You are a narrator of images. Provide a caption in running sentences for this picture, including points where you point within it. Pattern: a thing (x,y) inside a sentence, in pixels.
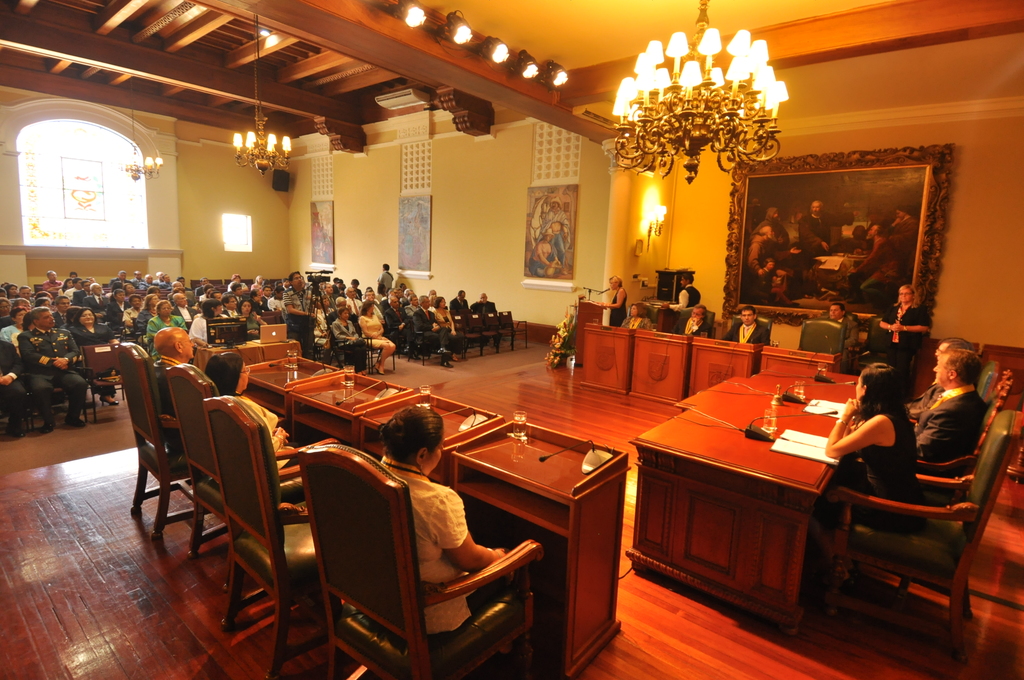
In this image i can see group of people (425,517) sitting on a chair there is a podium (548,464) and a micro phone (556,452) in front of the person (448,523), at the back ground (919,222) there is a frame (937,203) attached to a wall (958,199), at the top there is a chandelier (723,98).
